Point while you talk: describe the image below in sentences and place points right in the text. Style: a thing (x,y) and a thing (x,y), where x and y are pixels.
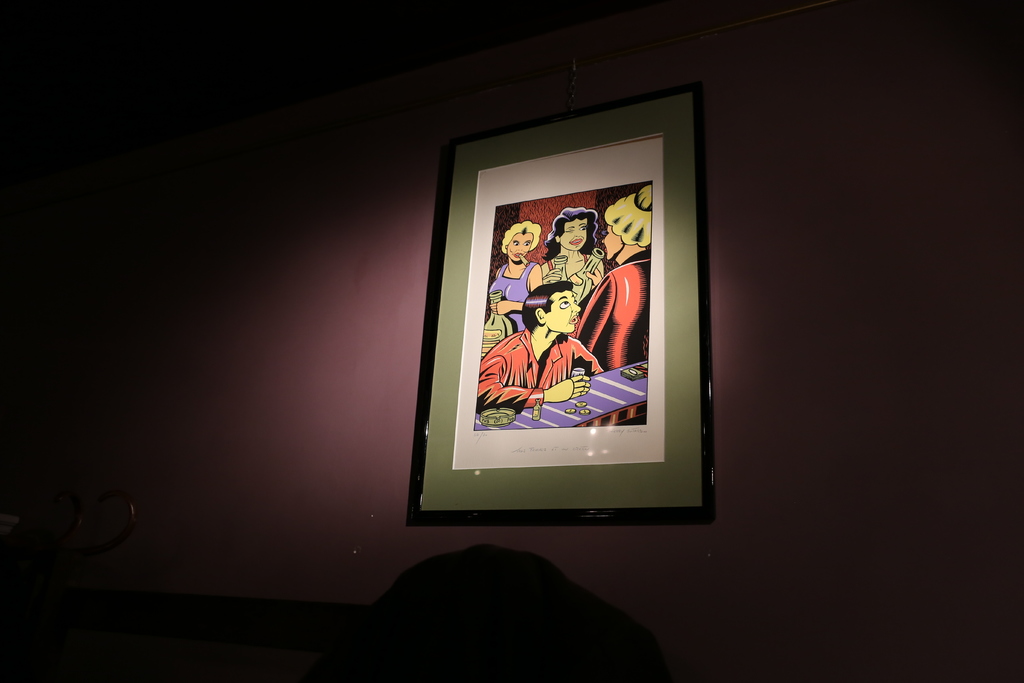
In this image we can see a picture frame (561,247) to the wall (817,436).
